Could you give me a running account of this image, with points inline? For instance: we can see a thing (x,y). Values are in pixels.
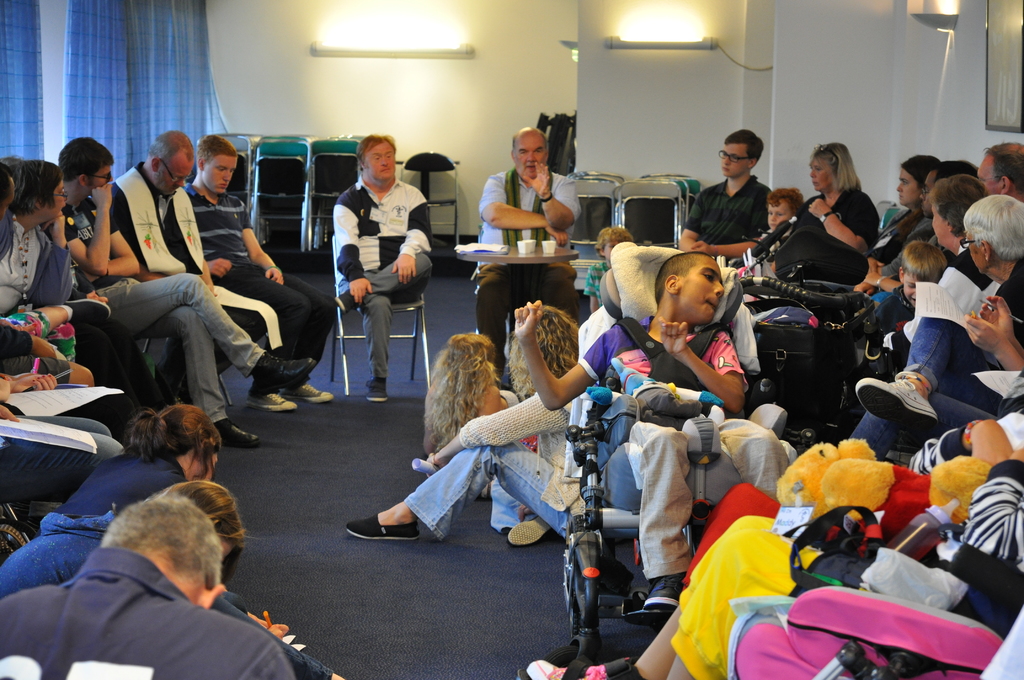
In this image there are a group of persons (138,605) sitting on the chair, there is a table (525,256), there are objects (531,245) on the table (544,255), there are persons (473,433) holding an object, there is a mat (386,546) towards the bottom of the image (325,494), there are curtains (112,52) towards the top of the image (54,41), there is a wall (643,95), there are lights (393,44), there is a photo frame (1012,62) towards the right of the image (991,61).
